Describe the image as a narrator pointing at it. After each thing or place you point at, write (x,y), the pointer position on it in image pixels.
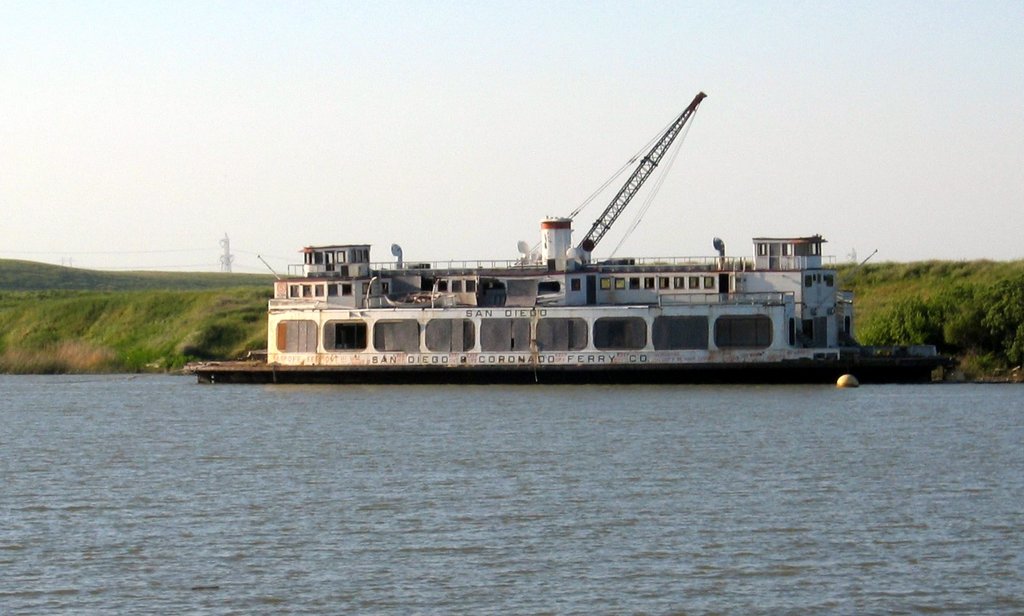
In this image I can see water (520,462) in the front (438,434) and on it I can see white colour boat (556,260). In the background (165,303) I can see grass ground (261,339), a tower (229,259) and the sky (353,81).
